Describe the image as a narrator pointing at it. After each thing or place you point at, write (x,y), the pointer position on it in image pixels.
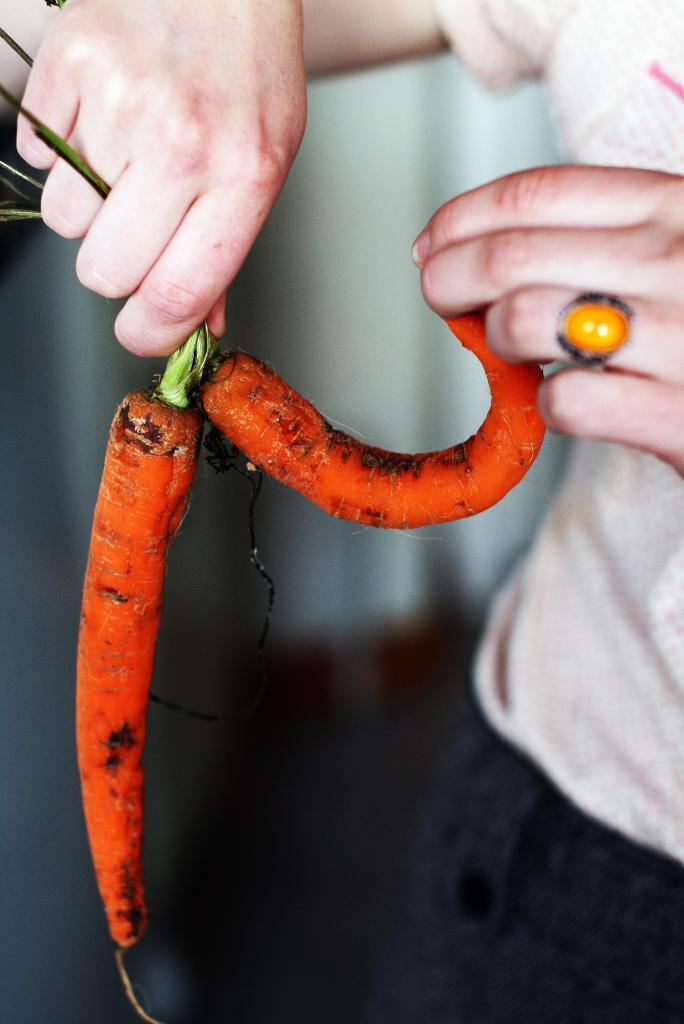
In this picture we can see a person (622,438) holding carrots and in the background (213,841) we can see it is blurry.
